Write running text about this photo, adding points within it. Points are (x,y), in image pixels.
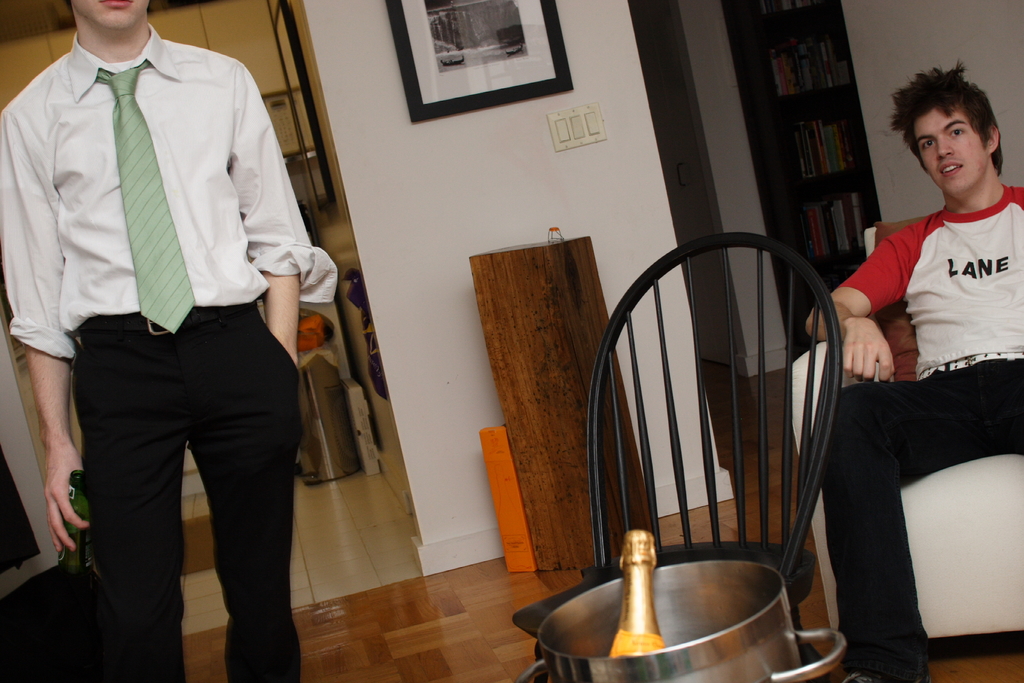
In this image we can see two people (883,369), in the left side of the image (65,283) a man (119,353) is standing, in the right side of the image (878,345) a man (897,289) is seated on the sofa (921,545), in front of them we can see a bottle (642,581). In the background (419,30) we can see a wall frame (439,12) and switches (594,121).
